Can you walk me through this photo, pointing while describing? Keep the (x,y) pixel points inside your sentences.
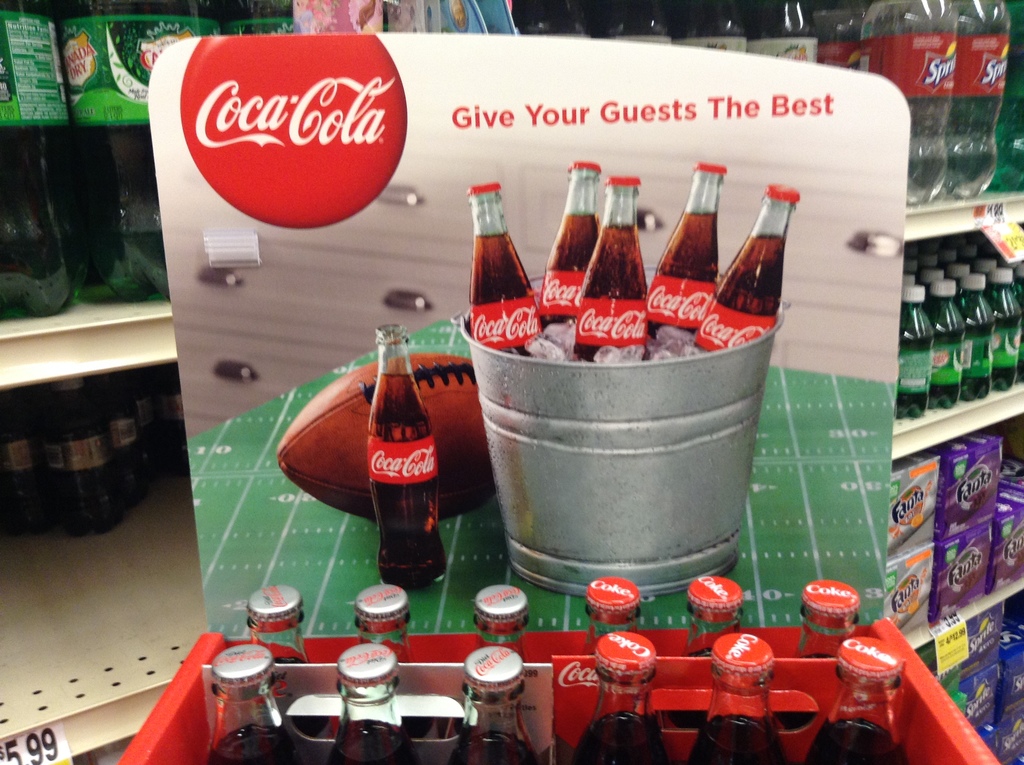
In this image i can see a couple of glass bottles (350,677) in a tray (956,740).
